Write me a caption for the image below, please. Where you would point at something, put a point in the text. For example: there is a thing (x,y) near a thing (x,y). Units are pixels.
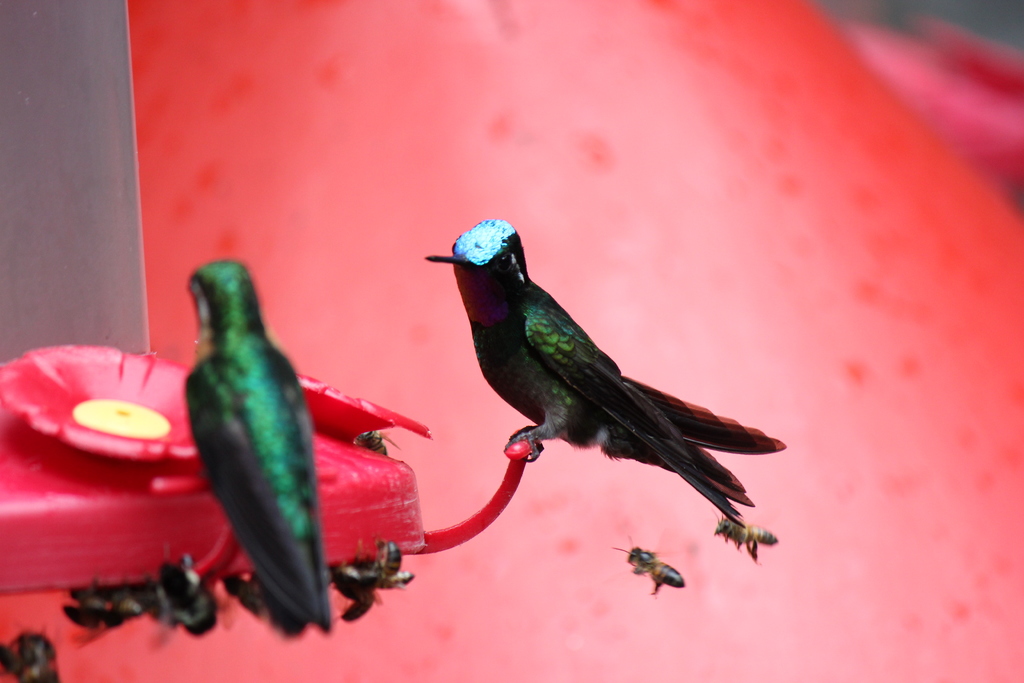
There is an object (53,355) and on the object (28,363) there are two birds (547,426) and around object (516,478) there are honey bees (643,563).
